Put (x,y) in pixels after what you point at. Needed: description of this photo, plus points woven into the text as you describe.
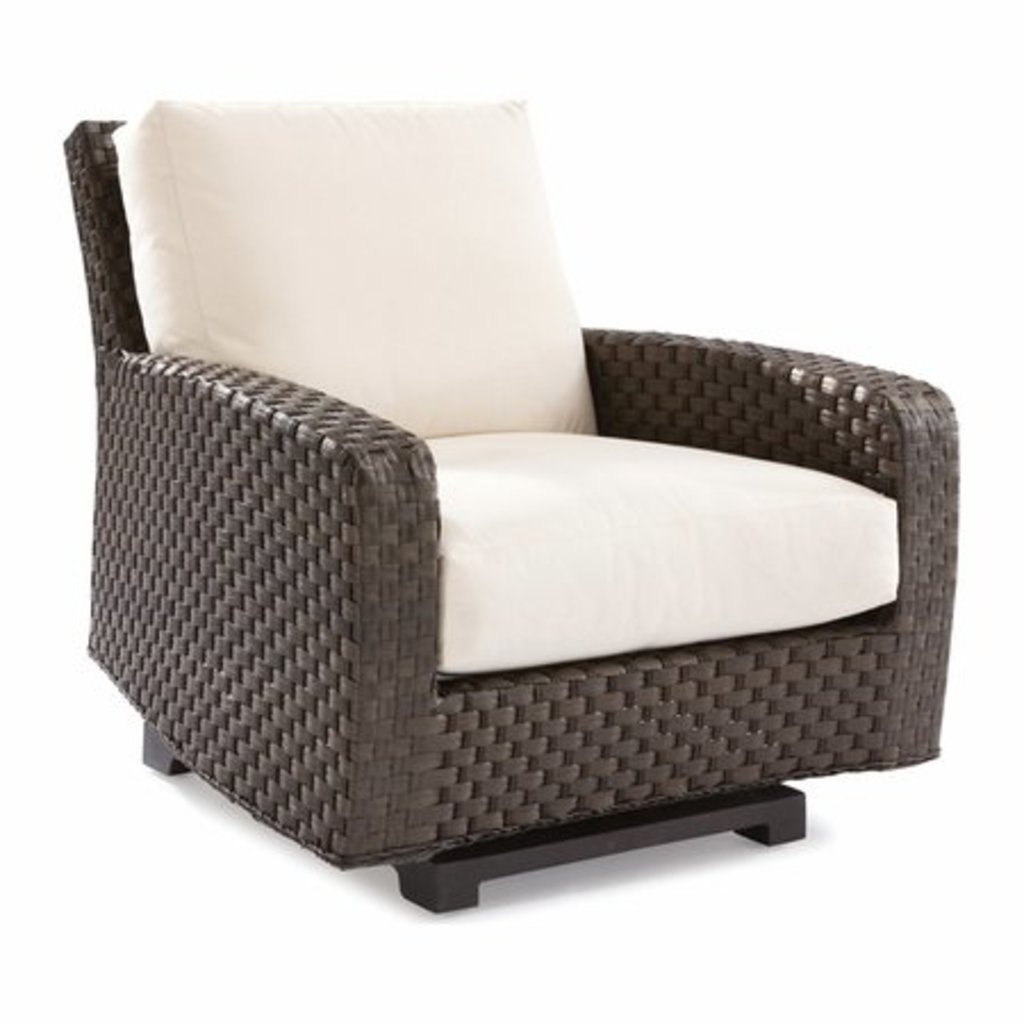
In this picture there is a brown color chair (502,673) and there are cream colored pillows (400,235) on the chair (735,673). At the back (605,100) there is a white background (374,925).
